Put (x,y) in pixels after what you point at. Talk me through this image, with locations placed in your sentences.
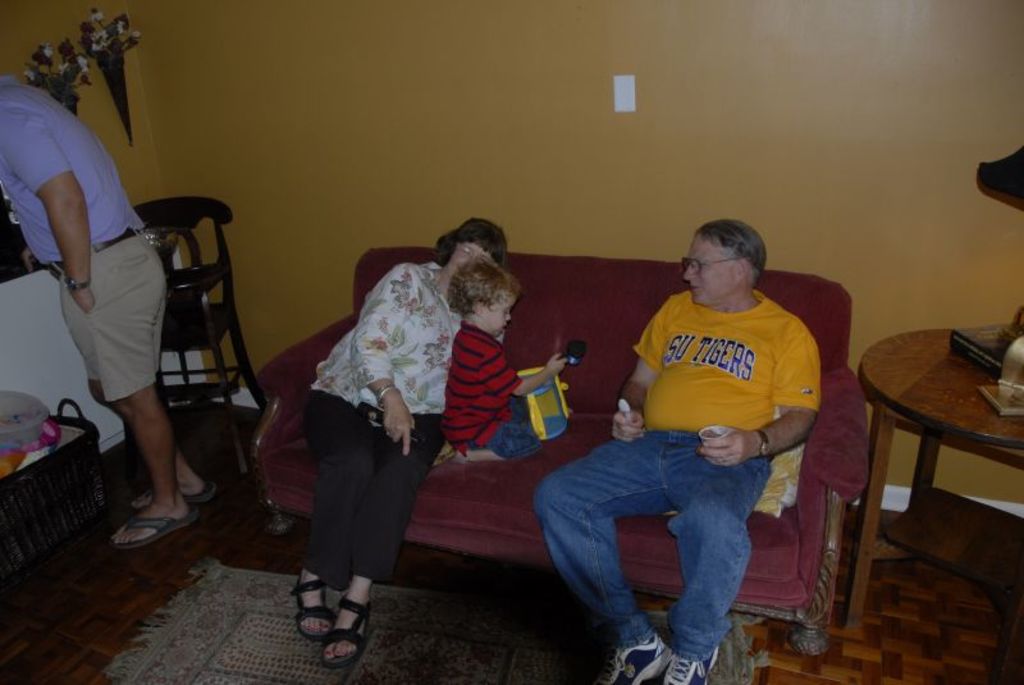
In this image there are three people (642,346) sitting on the sofa (526,493). In the left (124,286) there is a person (139,273) with a short (140,356), a basket (73,473) and inside the basket (31,484) there is a toy (53,429) and a box (24,411), a flower vase (86,73) attached to the wall (49,15) and also a black object (201,390) on the floor (230,479). In the right (896,400) there is a table (946,419) and on the table (946,380) there is a book (1000,346) and a frame (1010,389). At the bottom (219,641) there is a carpet (178,635) on the floor (107,641). In the background (532,123) there is a plain wall (620,136).
